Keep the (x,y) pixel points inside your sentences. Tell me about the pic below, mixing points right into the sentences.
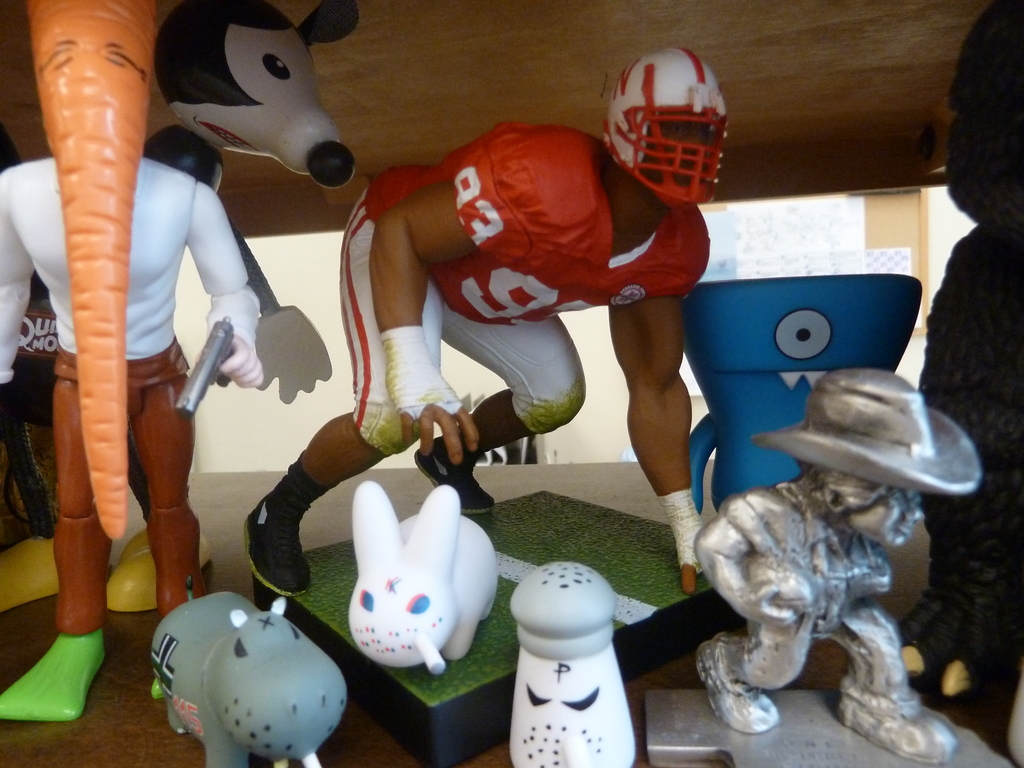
In the center of the image (664,417) we can see a man (493,332) bending he is wearing a helmet (636,134) and there are blocks (565,540), toys (600,660), statues (858,487) and a sculpture (863,499).
